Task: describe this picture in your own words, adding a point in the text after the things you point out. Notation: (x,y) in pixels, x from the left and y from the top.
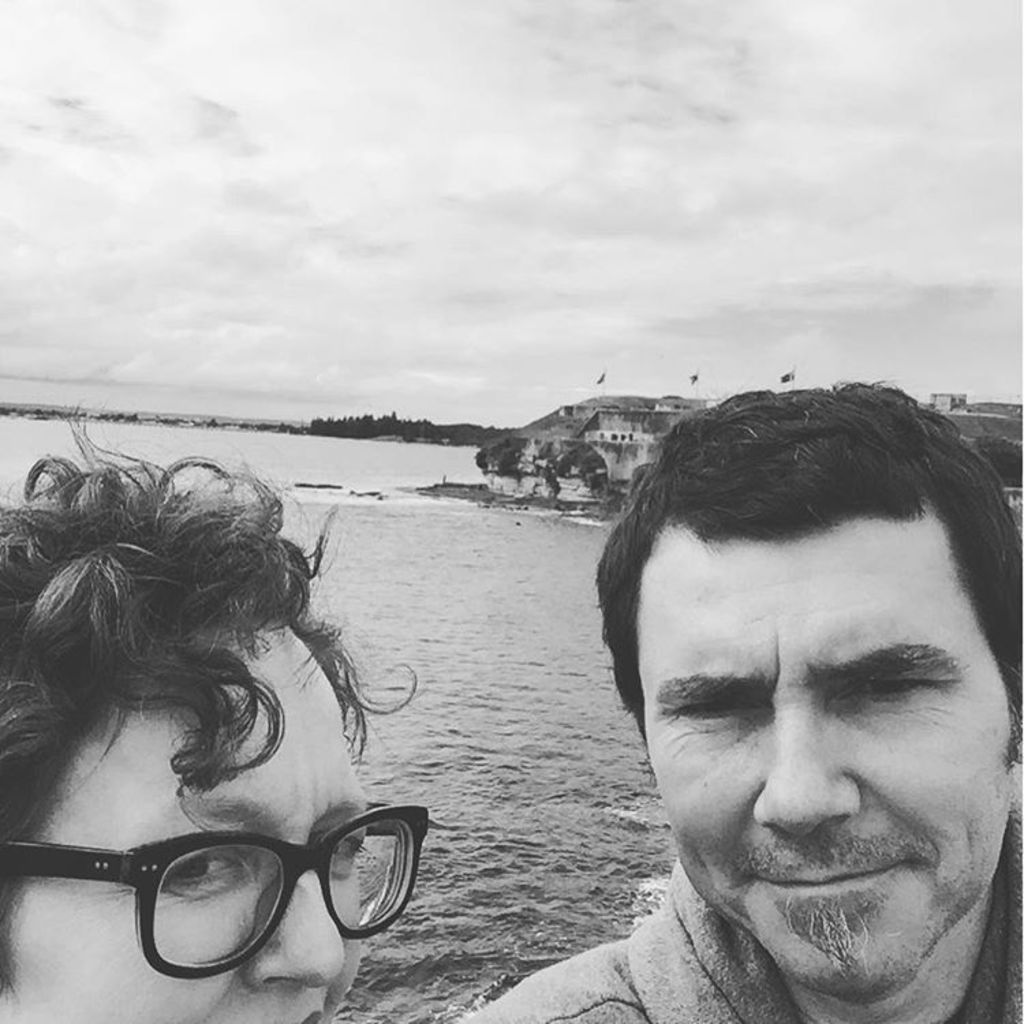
In this picture there is a man (883,865) who is wearing jacket (710,988), beside him there is a woman (162,882) who is wearing a spectacle (366,888). The man (768,893) is smiling. In the background (540,456) I can see the river (352,469), trees (401,435), mountains (568,434) and house (620,434). At the top (527,69) I can see the sky (522,95) and clouds (383,131).
